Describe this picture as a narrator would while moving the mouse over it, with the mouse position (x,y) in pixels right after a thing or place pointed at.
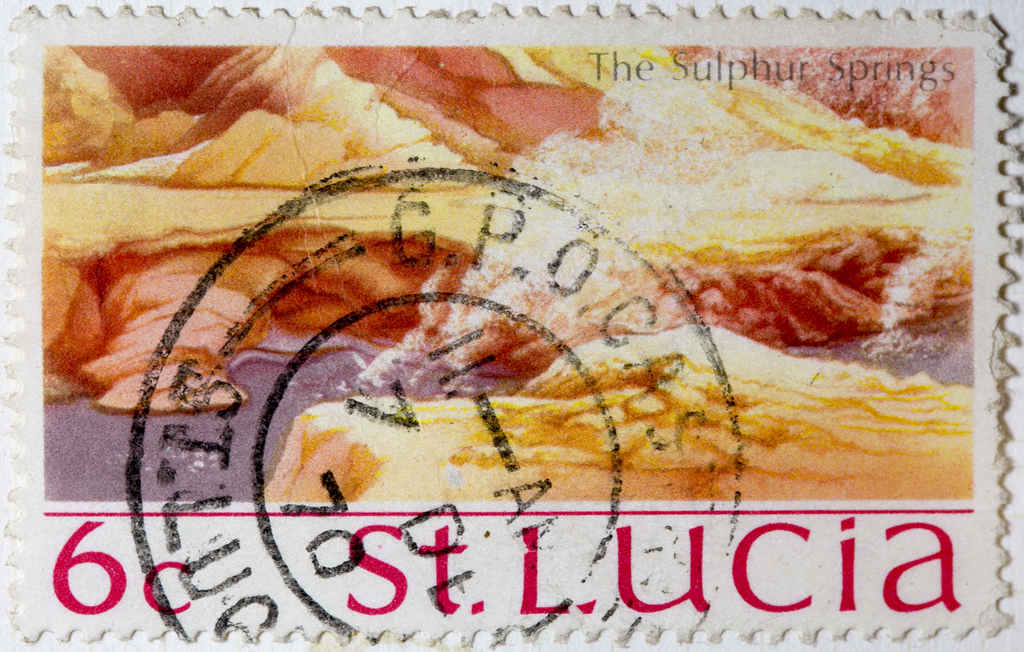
In this picture we can see a post stamp (977,83).
